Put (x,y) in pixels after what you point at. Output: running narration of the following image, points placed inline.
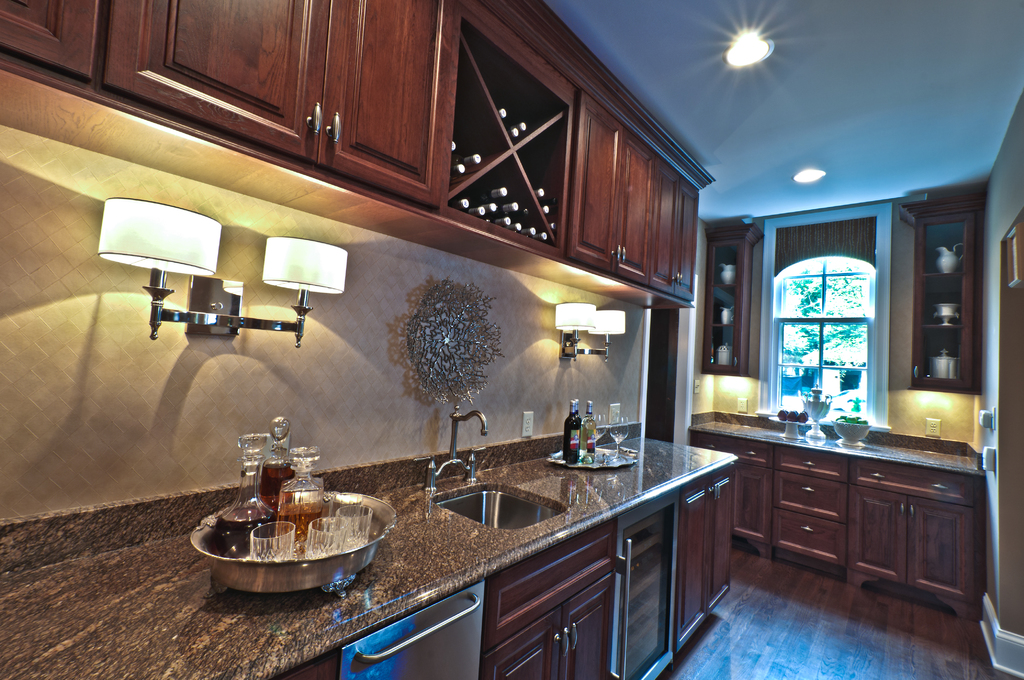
This image is taken in a kitchen (648,555). On the right side (975,247) we can see cupboards (797,530), windows (792,391), some objects (947,261) and countertop (776,433). On the left side of the image (334,504) we can see bottles (278,500), glasses (322,543), vessel (312,572), sink (478,508), cupboards (486,581), lights (611,322), switch board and wall (322,379).
